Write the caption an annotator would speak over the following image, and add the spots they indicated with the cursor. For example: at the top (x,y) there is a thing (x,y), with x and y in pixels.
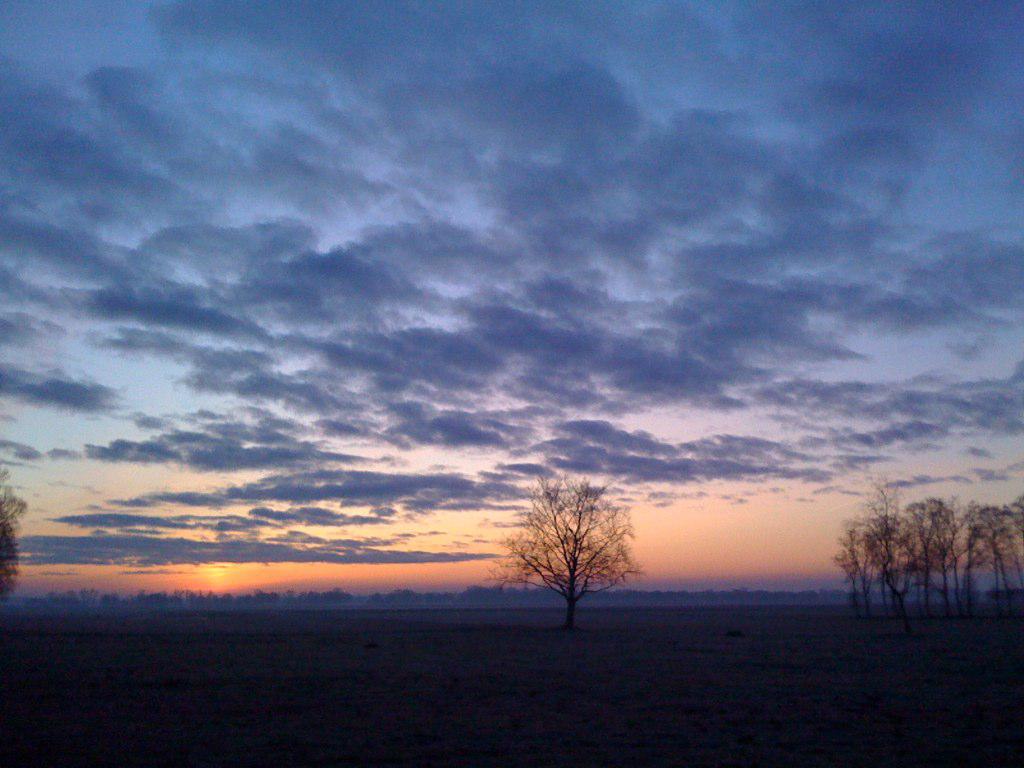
In this image, we can see some trees (969,542), at the top (550,122) there is a sky (539,130) which is cloudy.
